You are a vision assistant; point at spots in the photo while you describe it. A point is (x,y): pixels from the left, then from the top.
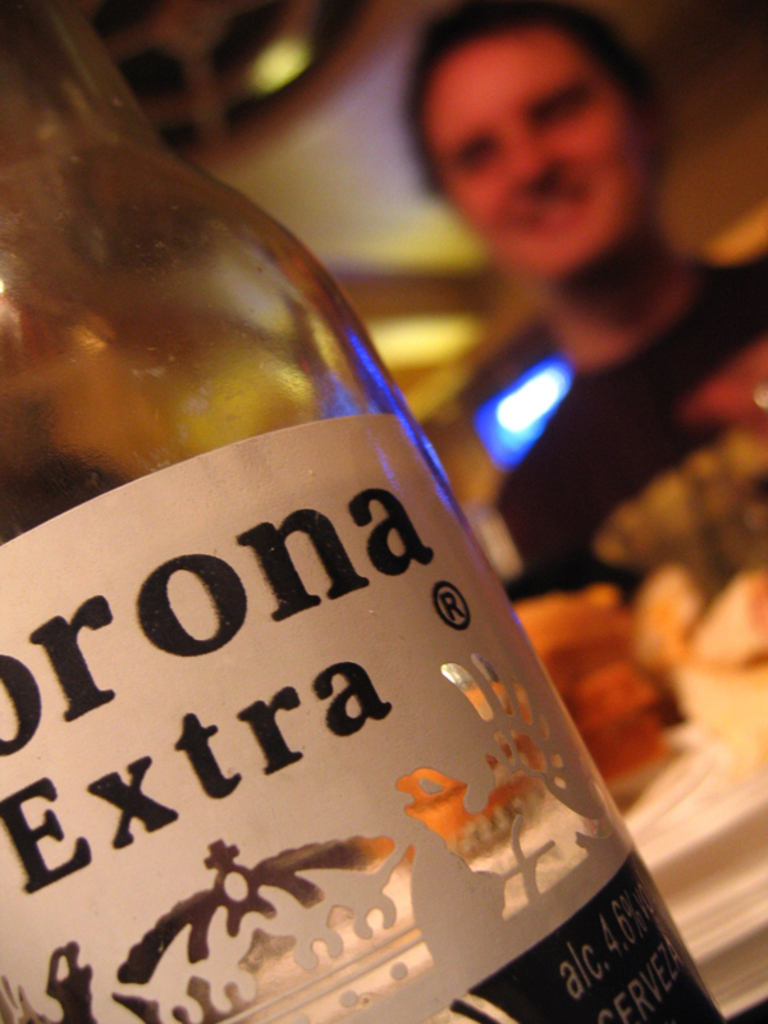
In this image I see a bottle (623,1016) on which there is a sticker (431,841) and few words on it, In the background (519,544) I see a man (574,91).
